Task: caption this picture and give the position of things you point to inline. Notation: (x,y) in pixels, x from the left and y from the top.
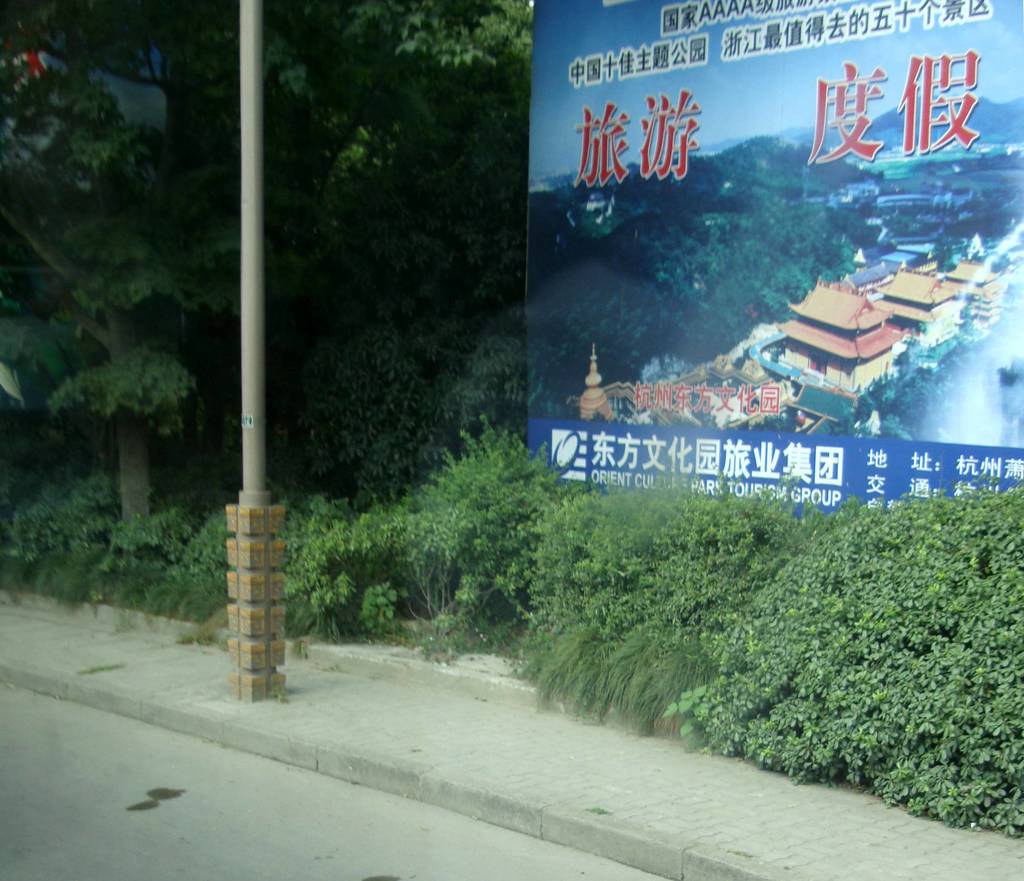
At the bottom (365,872) we can see road (276,875) and there is a pole (244,113) on the footpath (467,699) and we can see trees (512,430) and plants (696,649) on the ground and there is a hoarding (747,230) on the right side (888,193). There is an object (123,86) on the left side (122,104) at the top corner (123,86).
